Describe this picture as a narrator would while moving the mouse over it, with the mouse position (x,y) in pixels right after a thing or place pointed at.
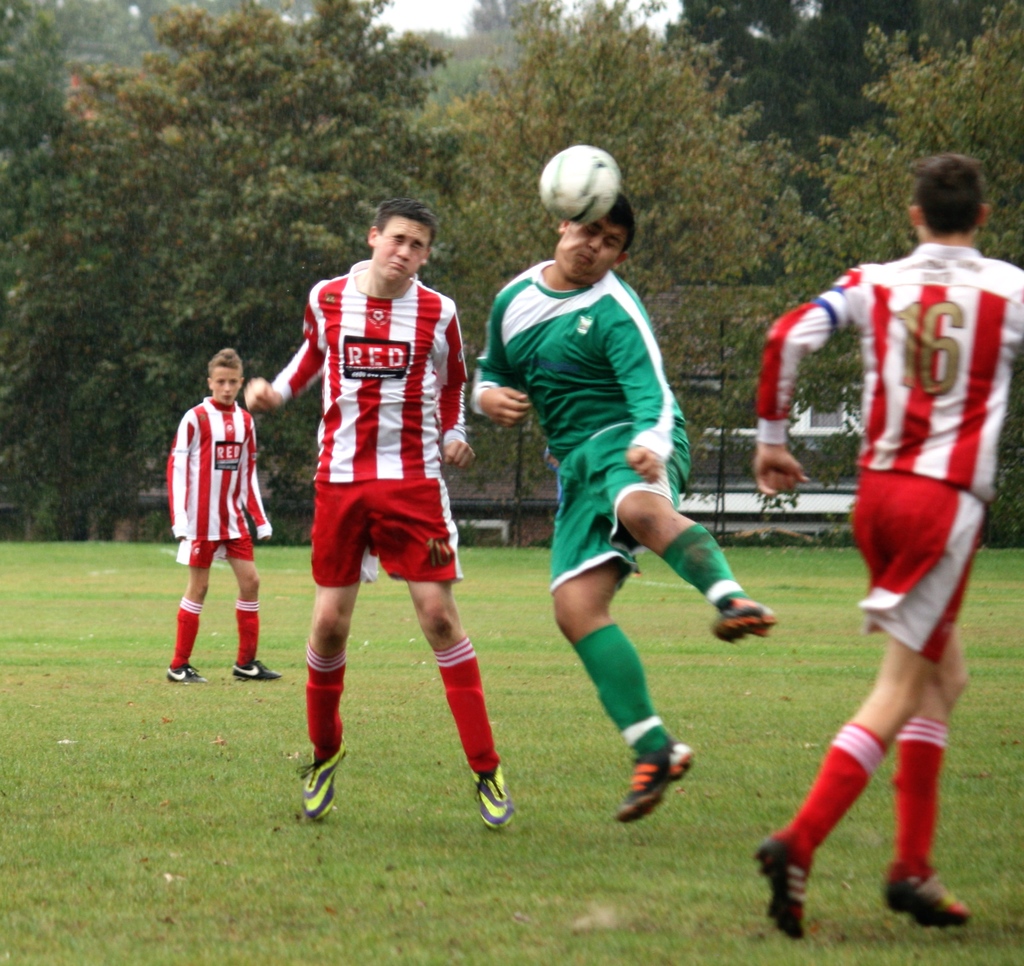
On the background (543,74) we can see trees (569,116). Here we can see four persons (961,570) playing a game in a ground (540,857). This is a fresh green grass (531,841). This is a ball (571,189).
